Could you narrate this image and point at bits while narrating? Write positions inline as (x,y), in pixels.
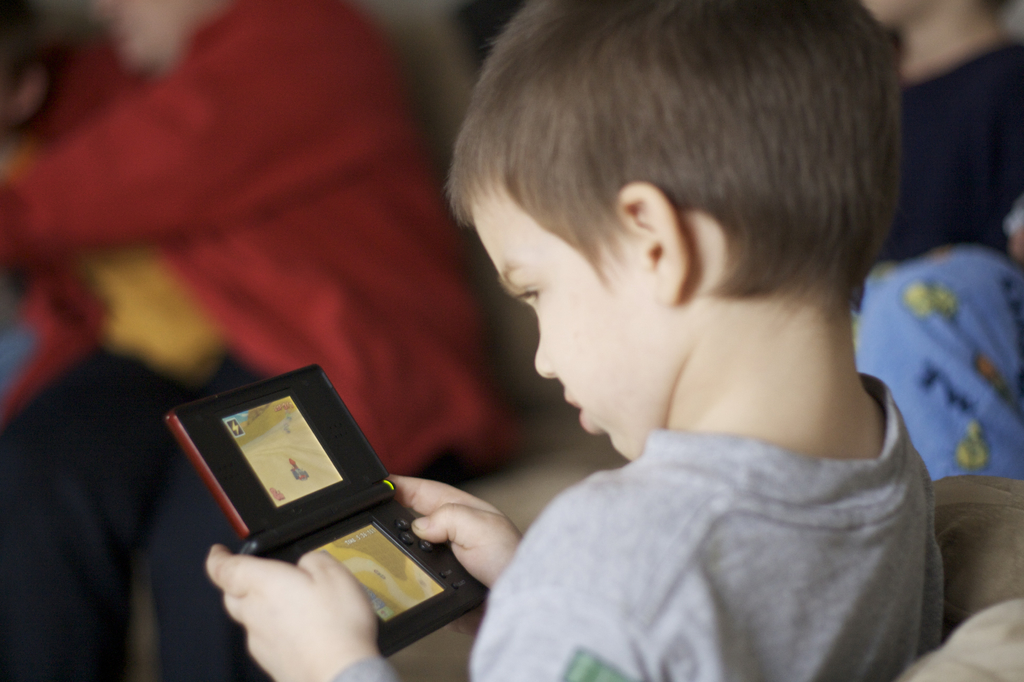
In this image there is a kid (848,454) sitting on a chair (944,531), holding an object (288,468) in his hand (471,535), in the background (307,326) there are people (200,325) sitting and it is blurred.
